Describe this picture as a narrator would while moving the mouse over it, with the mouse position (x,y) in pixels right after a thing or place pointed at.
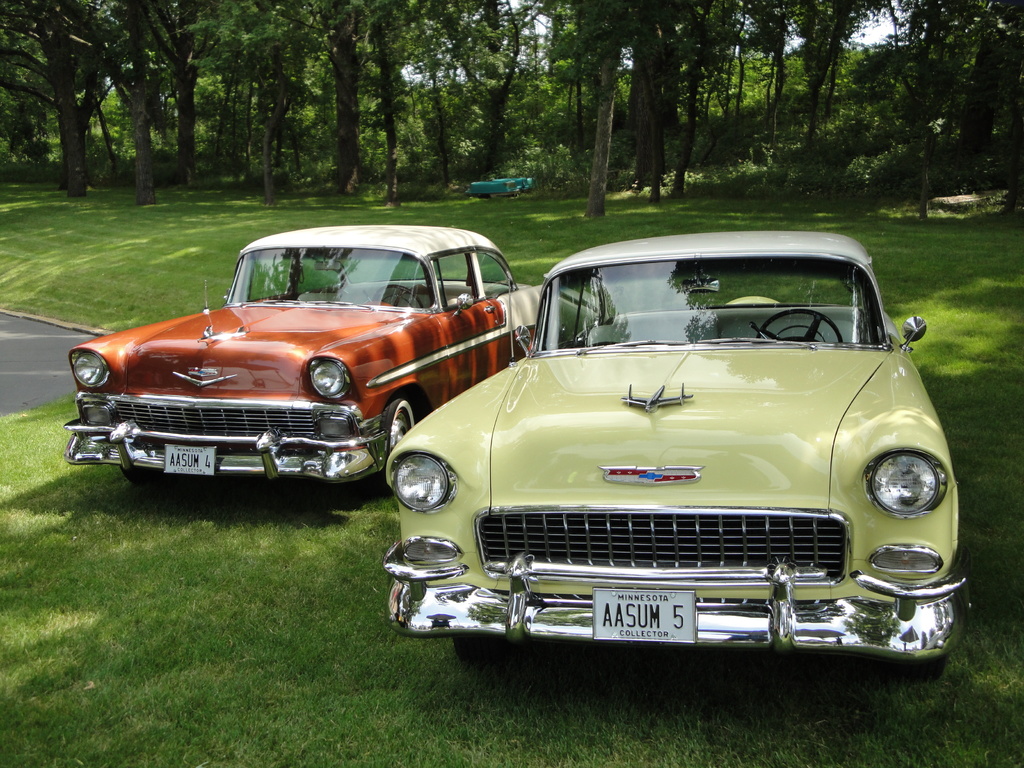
In this image in front (885,436) there are two cars (486,633) on the surface (589,691) of the grass (686,697). In the background of the image (699,94) there are trees (767,51) and sky (863,24). In the center of the image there is some object (517,188).
